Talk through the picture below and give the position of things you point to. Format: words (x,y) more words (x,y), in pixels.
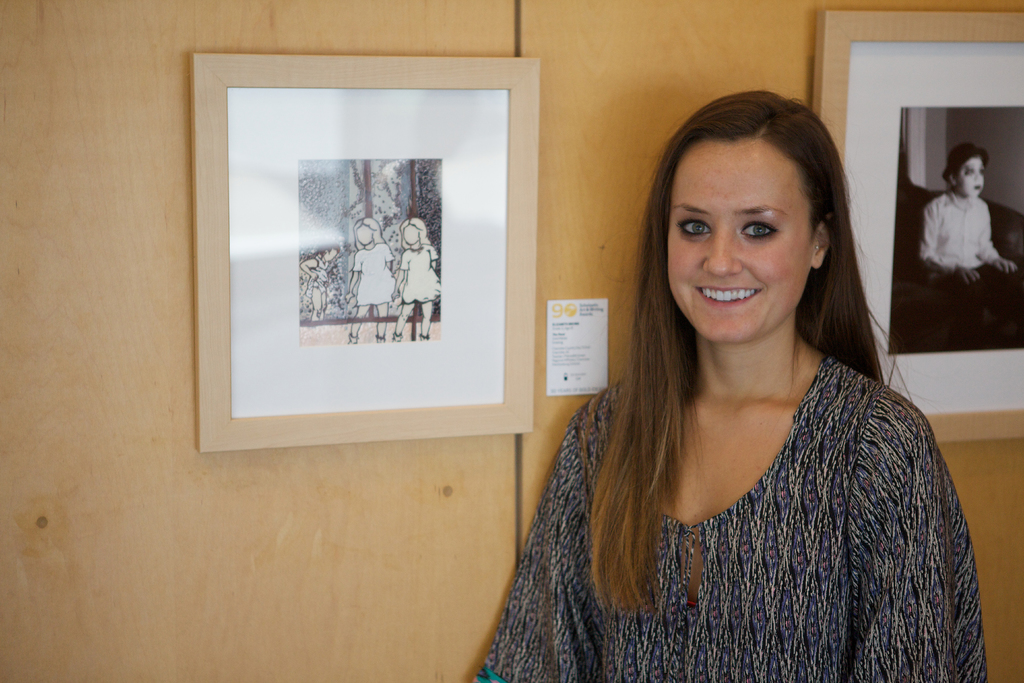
In this image we can see a lady (715,619). There are two photos (398,272) on the wall (579,162). There is an object (588,346) on the wall (609,322).
